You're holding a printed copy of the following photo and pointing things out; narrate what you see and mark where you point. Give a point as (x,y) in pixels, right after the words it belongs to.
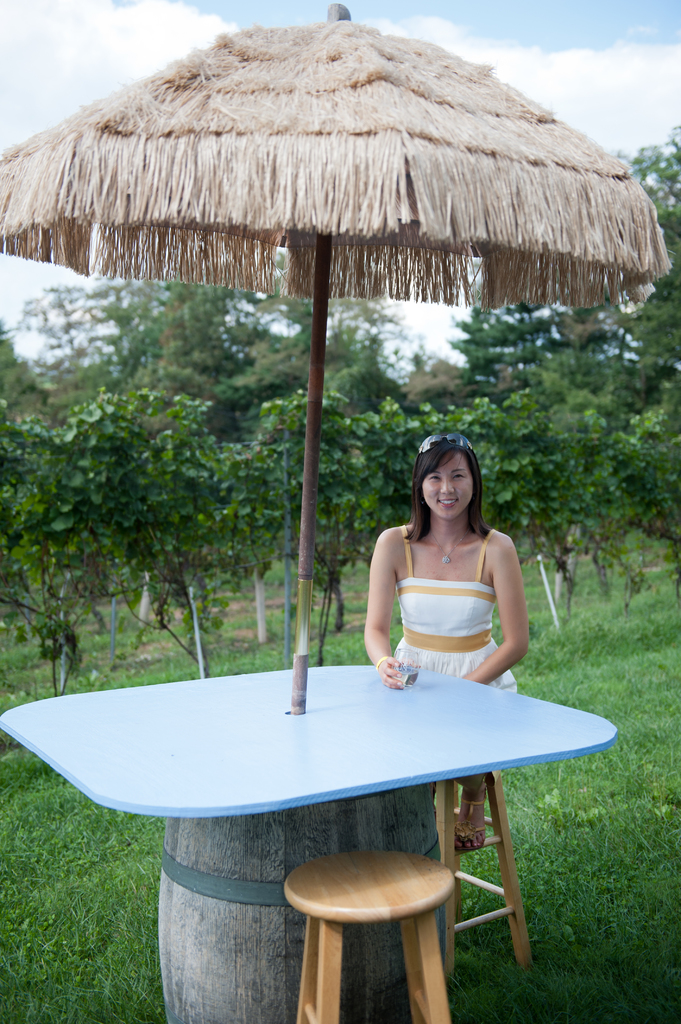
In-front of this woman (454,648) there is a table (416,758) with umbrella (328,204). Far there are number of trees (398,383). Grass (591,840) is in green color.
